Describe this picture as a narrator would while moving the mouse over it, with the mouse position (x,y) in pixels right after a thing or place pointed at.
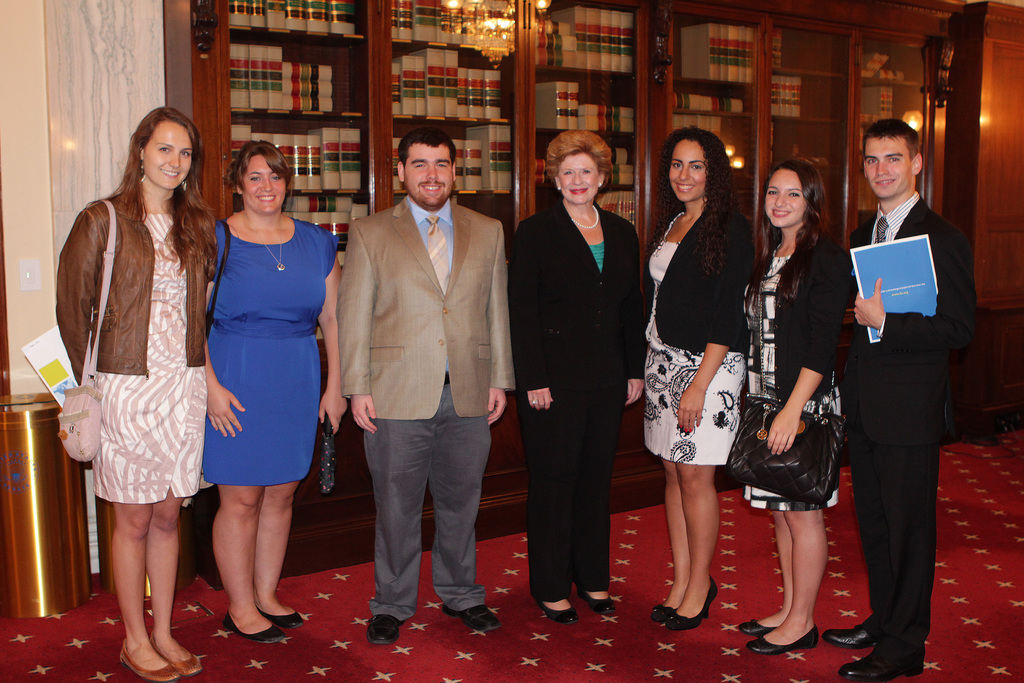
In the picture we can see some people (871,398) are standing on the red color carpet (952,579) and they are smiling and in the background (987,221), we can see a wooden rack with glasses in it and in the racks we can see, full of books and beside it we can see a wall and on the floor (970,583) we can see a dustbin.
